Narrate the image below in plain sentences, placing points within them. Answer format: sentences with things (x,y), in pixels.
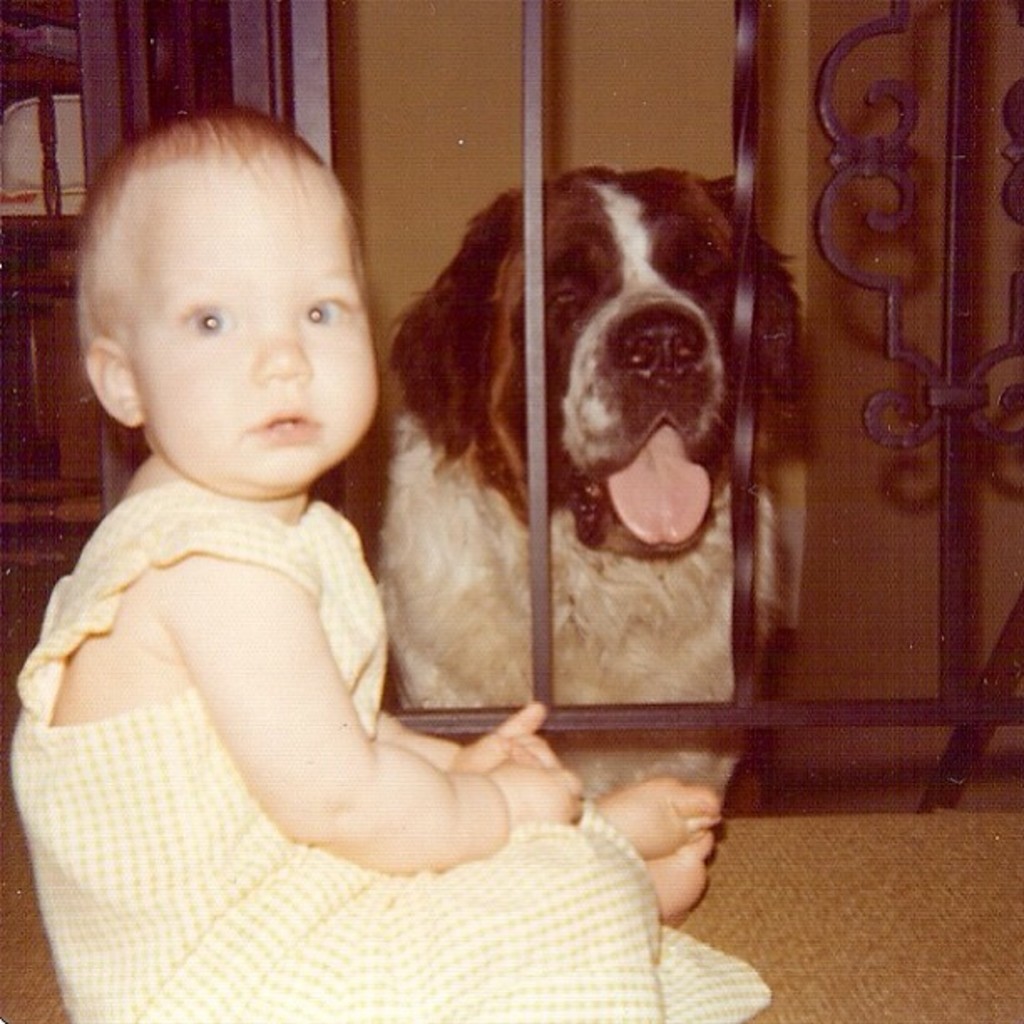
In this picture I can see a kid (114,804) sitting, there is a dog (430,513), there are iron grilles (530,46), and in the background (945,115) there is a wall (731,160).
